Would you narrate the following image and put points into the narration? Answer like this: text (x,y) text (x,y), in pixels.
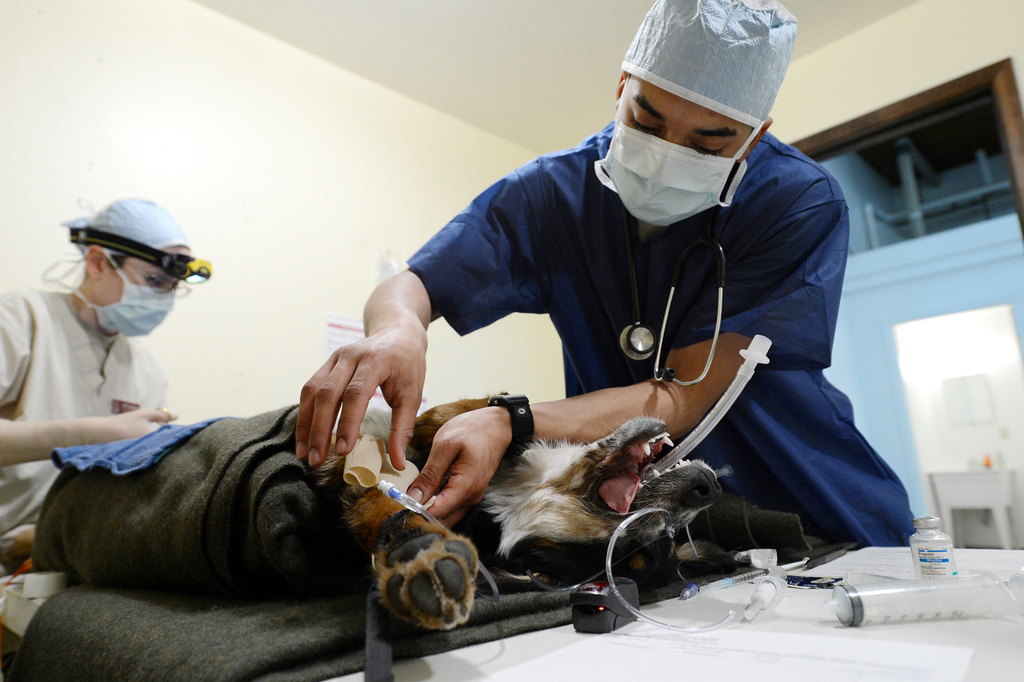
In the image we can see there are two people (102,346) wearing clothes (118,351) and face mask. There is even a dog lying on the bed (192,612). This is an injection (904,594), small glass bottle (923,557) and a stethoscope (672,373). There is even a sheet of paper (685,672) and these are the pipes (611,563).
